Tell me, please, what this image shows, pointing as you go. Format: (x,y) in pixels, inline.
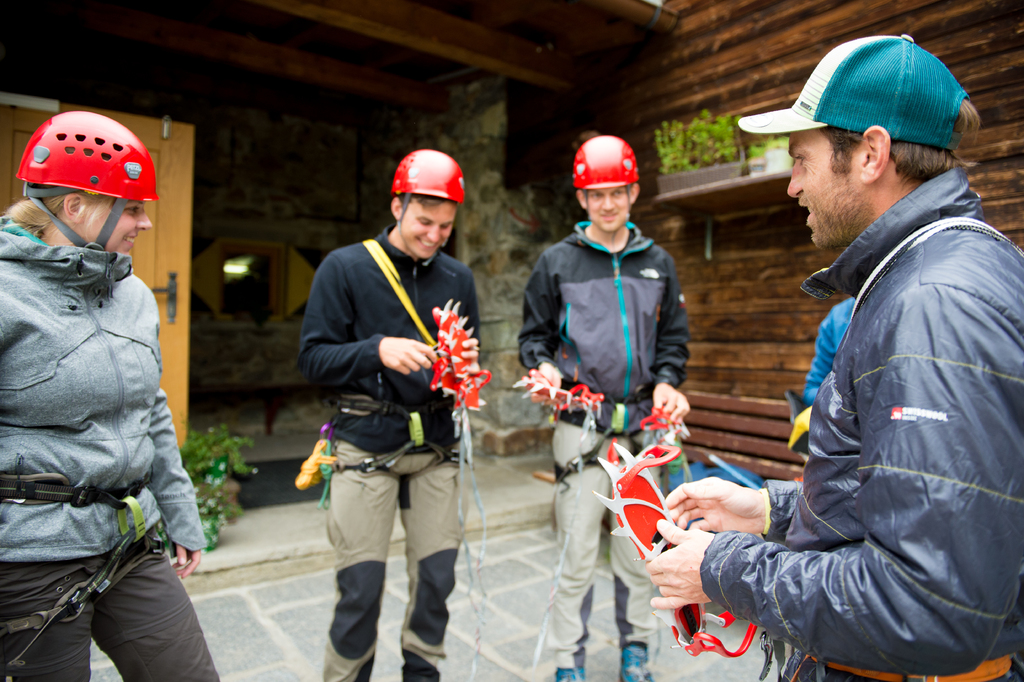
In the middle of the image (564,342) few people (52,207) are standing, smiling and holding something in their hands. Behind them we can see some plants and wall (471,199), on the wall (676,98) we can see some plants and door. At the top of the image (383,86) we can see roof (570,21).
